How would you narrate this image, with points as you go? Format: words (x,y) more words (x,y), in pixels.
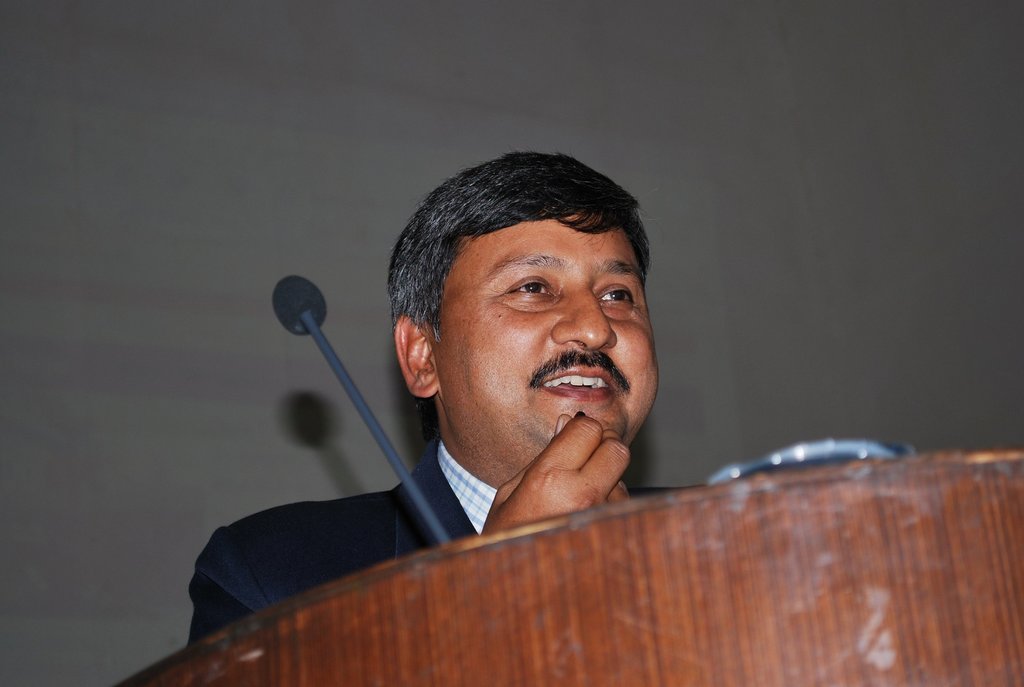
In this picture we can see a person (478,437) standing and smiling. There is a podium (519,545) and a mic (299,288).
